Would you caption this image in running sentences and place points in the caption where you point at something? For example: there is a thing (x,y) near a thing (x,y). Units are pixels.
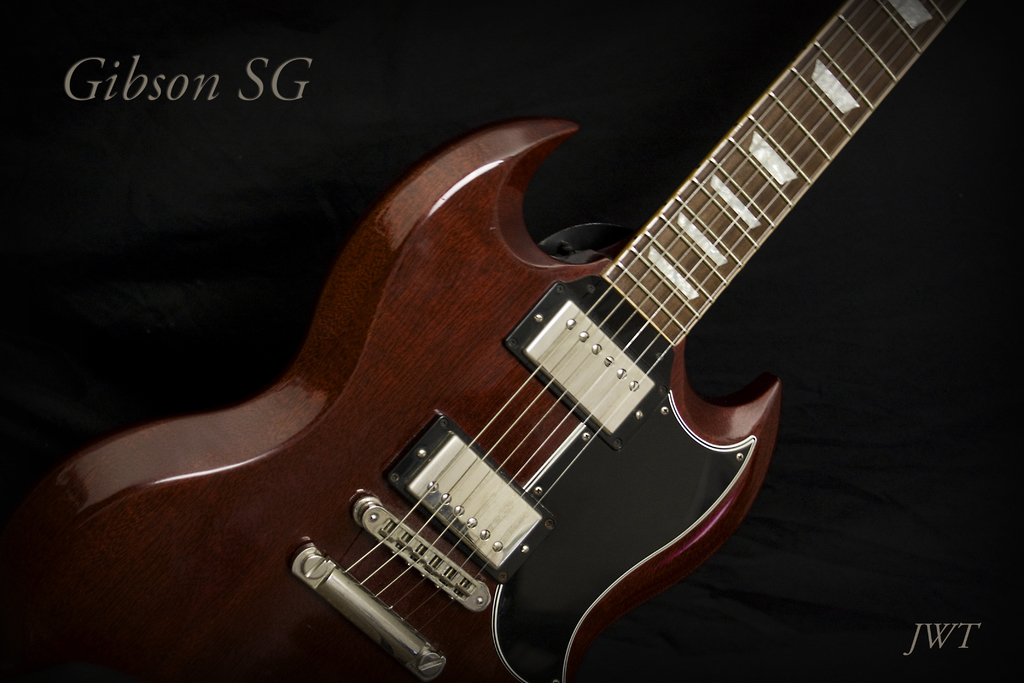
In this image there is a guitar (717,153).
